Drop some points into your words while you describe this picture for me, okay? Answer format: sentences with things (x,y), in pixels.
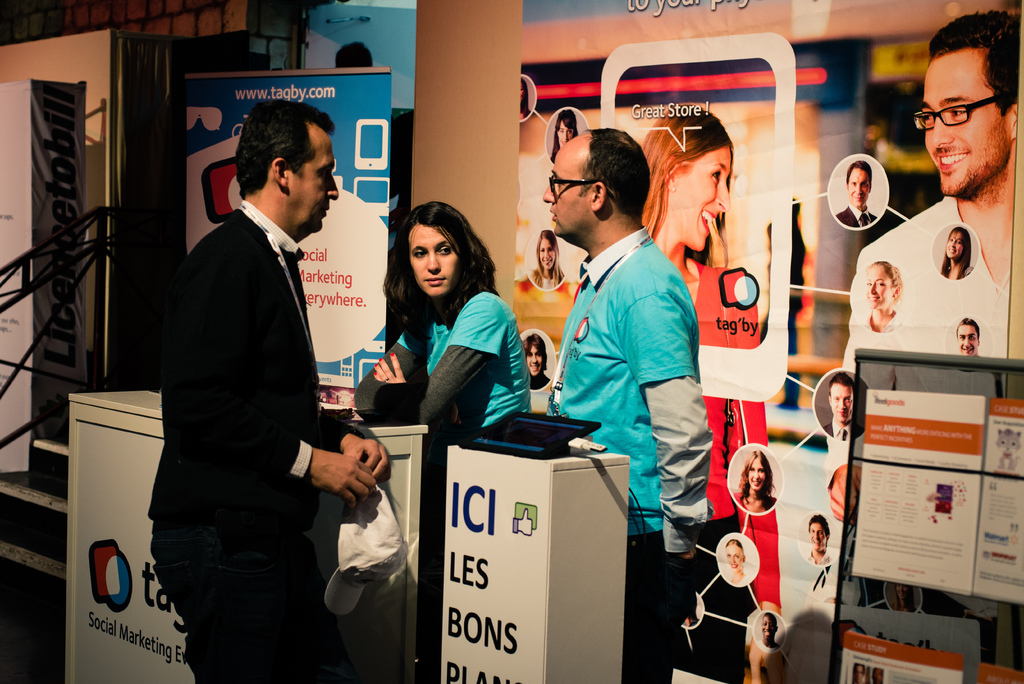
In the center of the image (678,455) there are three persons (327,187) standing. In the background of the image (730,322) there are advertisement boards (536,88). There is wall (438,79). There is a railing (6,389). There is a staircase (1,570).
